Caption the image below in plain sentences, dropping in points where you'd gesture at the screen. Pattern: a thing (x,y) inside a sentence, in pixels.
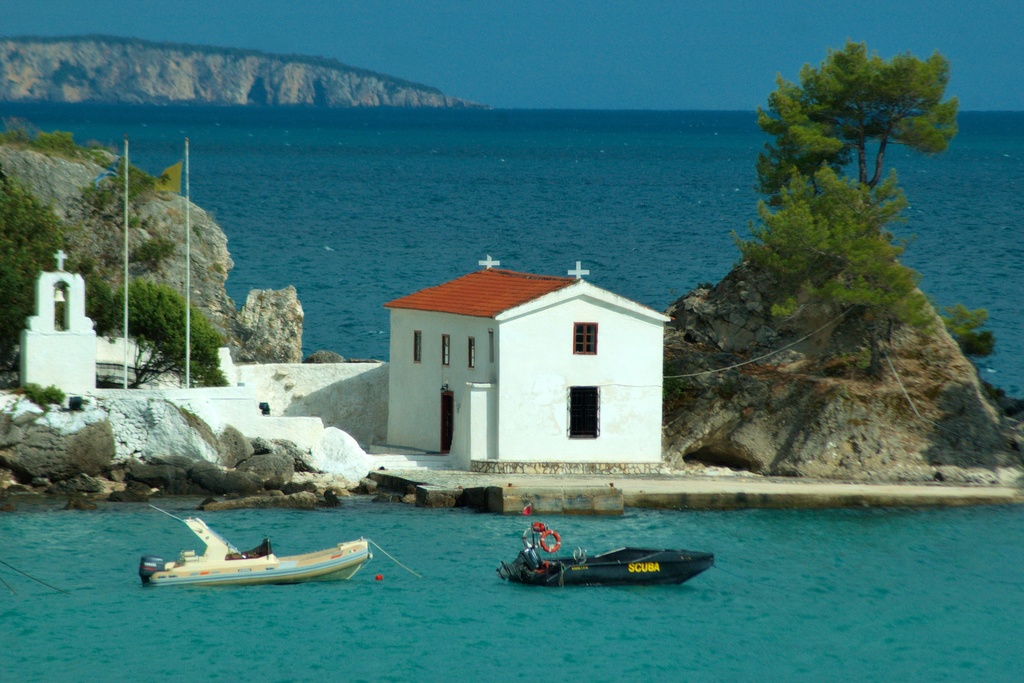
In this image, I can see a building (521,382). On the left side of the image (108,178), I can see two flags (160,178) hanging to the poles (188,191). There are trees (123,303), rocks (101,432) and hills (174,74). At the bottom of the image (240,573), I can see two boats (249,561) on the water (592,595). In the background (534,98), there is the sky (762,71).
